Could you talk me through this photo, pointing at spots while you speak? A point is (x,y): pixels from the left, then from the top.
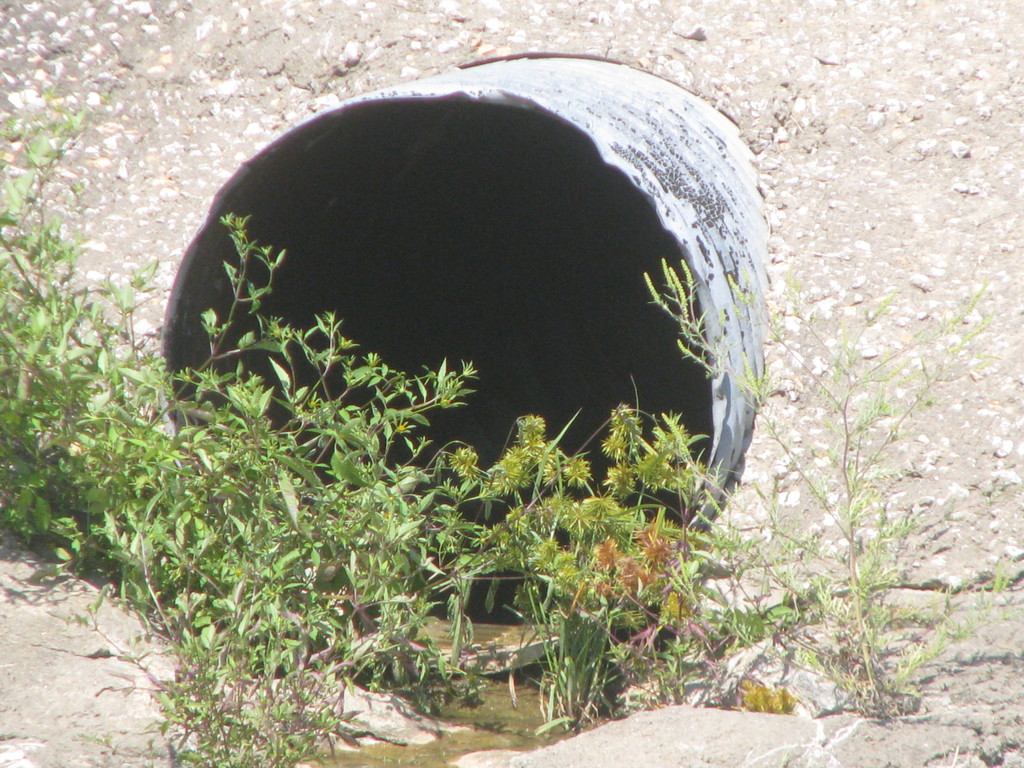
In this image we can see a circular shape pipe (696,375). In front of it plants (523,557) are there. Behind land (898,405) is present.
